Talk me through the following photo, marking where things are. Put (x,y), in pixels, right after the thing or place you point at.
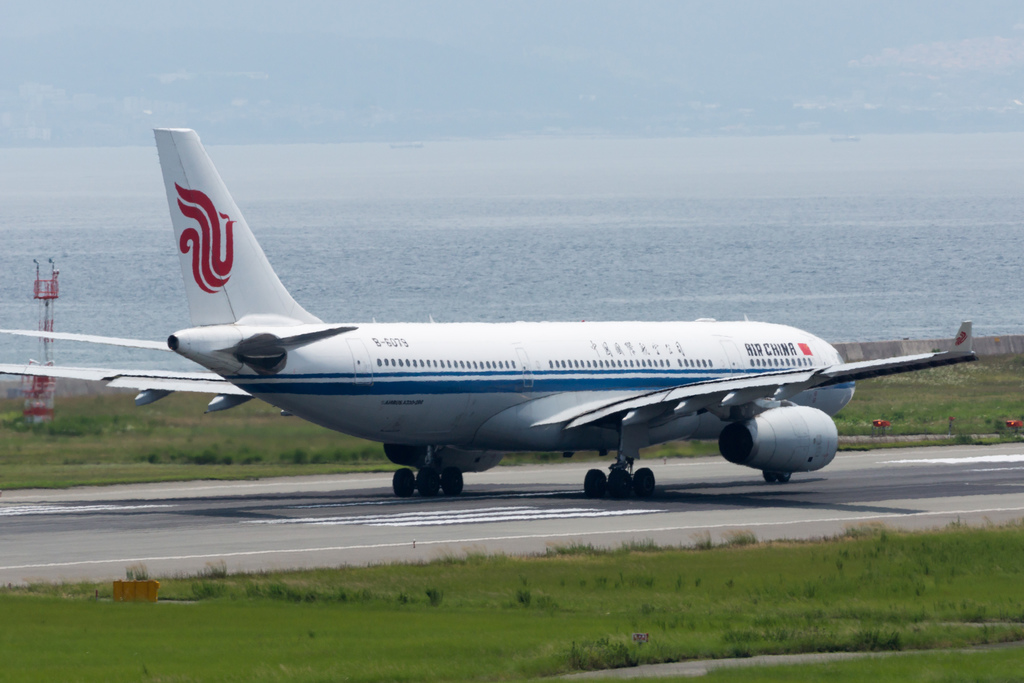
In the foreground of the picture (557,618) there are plants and grass (599,634). In the center of the picture (531,384) there is an airplane (549,403) on the runway (991,510) and there are plants (272,452), grass (135,452), pole (47,356) and other objects (871,352). In the background (596,251) there is a water body (543,263).
